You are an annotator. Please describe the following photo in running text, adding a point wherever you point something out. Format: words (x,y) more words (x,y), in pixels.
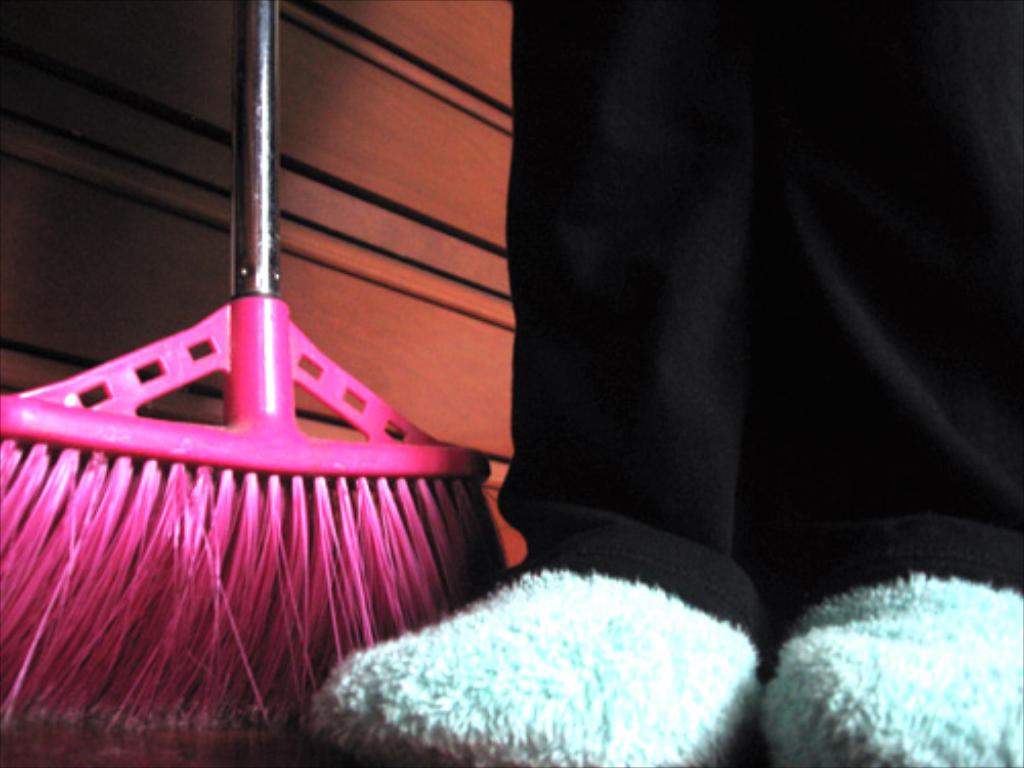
In this image I can see the person (737,417) is wearing the black pant (848,369) and the foot wear (438,661). To the side I can see the pink and silver color broomstick (259,398) and there is a brown color wooden wall (207,137).
